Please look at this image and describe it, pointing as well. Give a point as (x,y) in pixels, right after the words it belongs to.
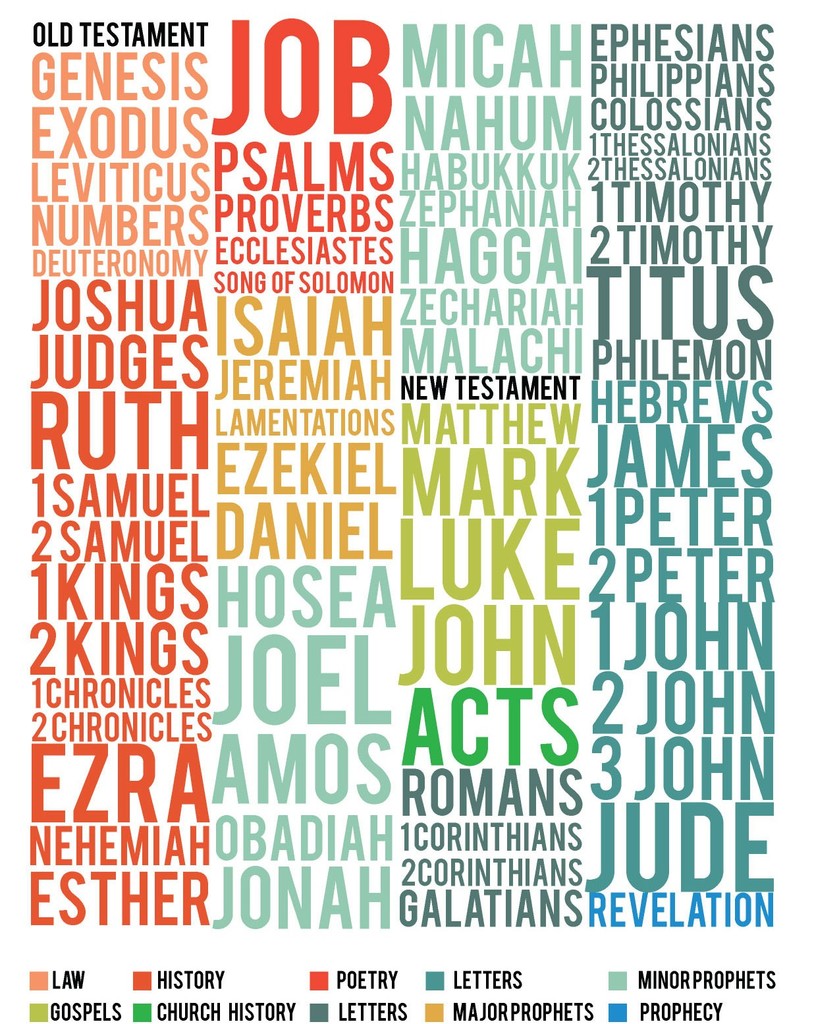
In this image there is a poster (464,581) with text (365,397) on it.
